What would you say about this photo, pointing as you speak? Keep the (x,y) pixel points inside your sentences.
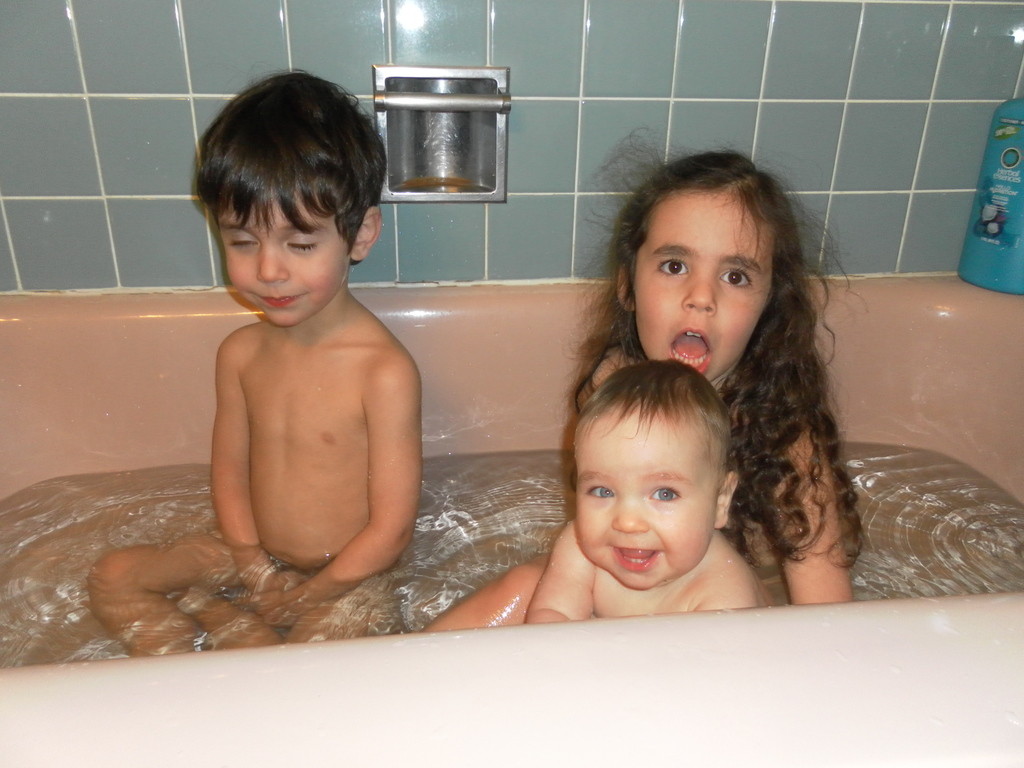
In this image we can see children (617,507) in the bathtub (542,395). In the background of the image (451,280) there is wall (691,70). To the right side of the image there is a blue color bottle (966,245).
